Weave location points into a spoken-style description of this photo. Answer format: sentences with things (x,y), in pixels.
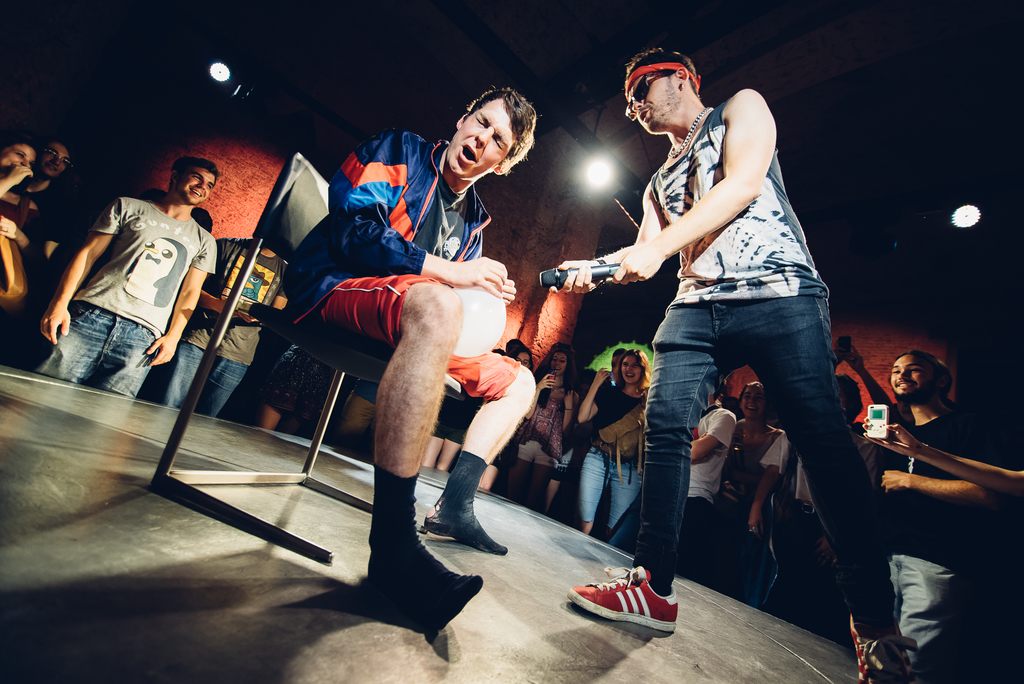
In this picture I can see a person (405,444) is sitting on a chair (311,350) and other person (674,350) is holding microphone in the hand (633,265). In the background (751,387) I can see people (611,415) are standing beside a stage (687,660). I can also see lights (602,164) in the background (614,173).
